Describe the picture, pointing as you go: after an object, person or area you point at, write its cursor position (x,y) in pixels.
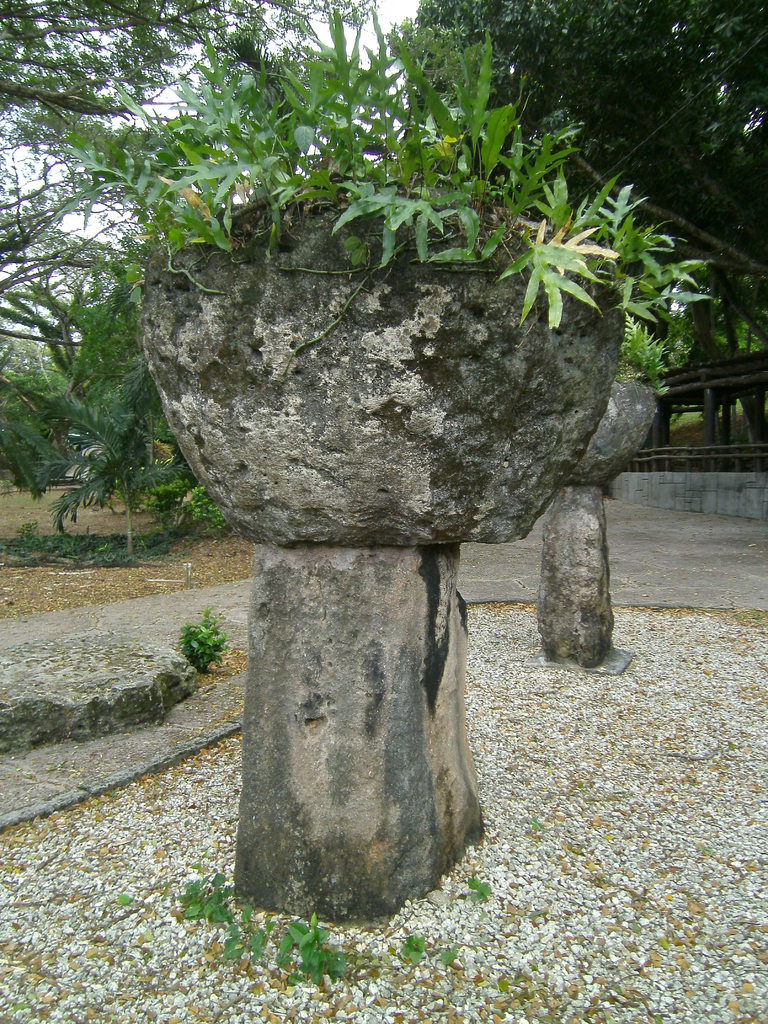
In this image there are some plant pots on the pillar (314,756), beside them there are trees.
